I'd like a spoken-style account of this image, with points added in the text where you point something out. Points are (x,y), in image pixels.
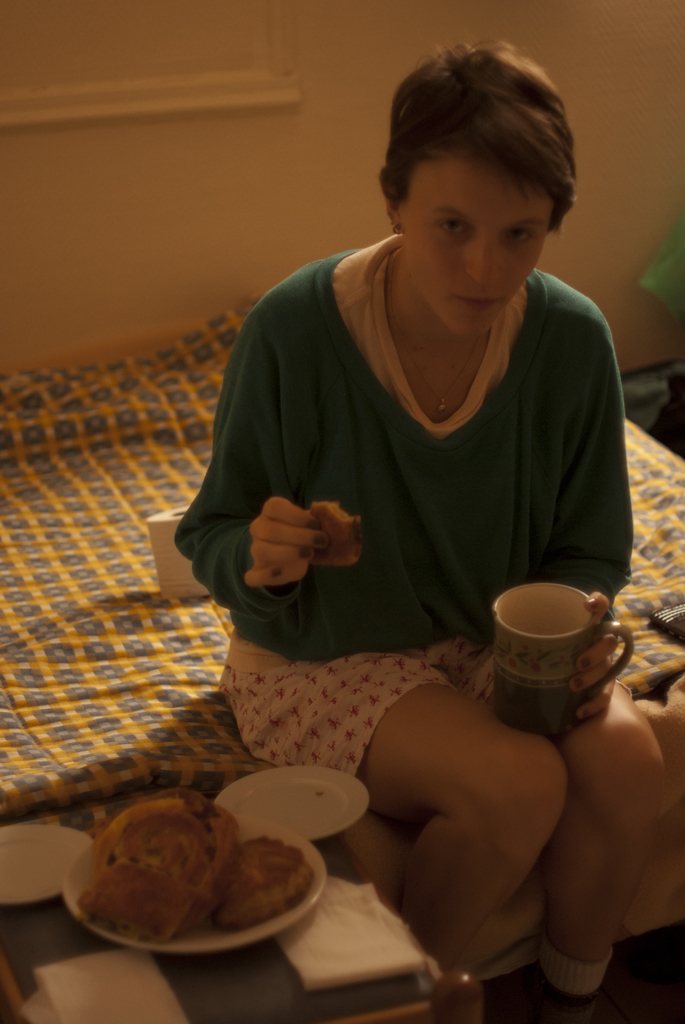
a person (431,705) is sitting on a bed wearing green t shirt (417,569) and shorts (369,659). she is holding cup (524,695) in her hand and a food item (323,532) in other hand (323,546). in front of her there is a table (260,961) on which there is a plate (225,933), food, tissue (378,958). behind her on the bed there is a tissue roll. at the back (146,97) there is a white wall (535,24).
